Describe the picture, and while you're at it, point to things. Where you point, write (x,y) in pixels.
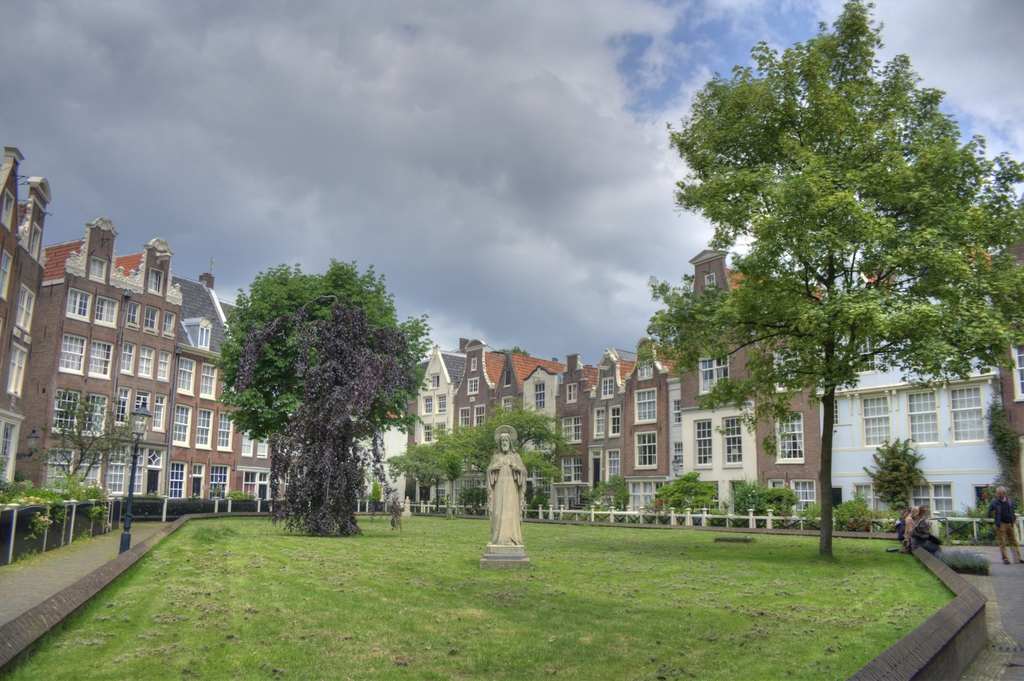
In the image I can see a statue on the ground (381,567) and also I can see some trees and buildings (426,366).
